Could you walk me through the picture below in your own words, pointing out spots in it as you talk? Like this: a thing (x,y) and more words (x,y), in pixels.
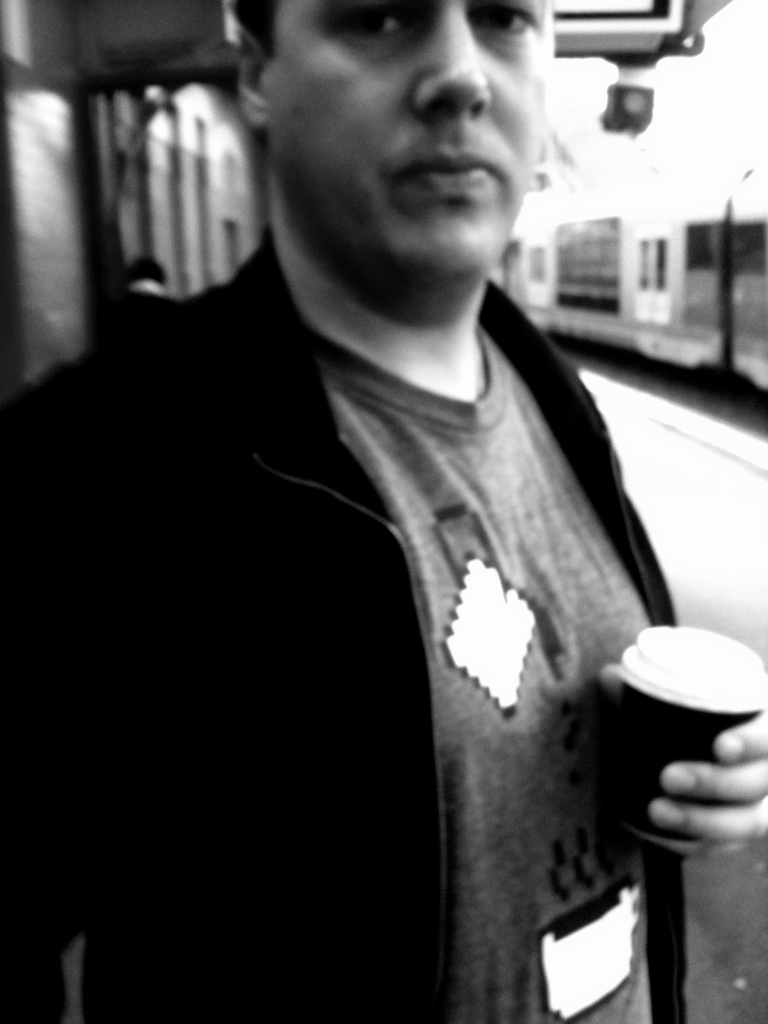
In the picture I can see a man (270,400) in the middle of the image (506,542). He is wearing a black color jacket (382,600) and he is holding a glass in his left hand (724,814). It is looking like a train (664,234) on the top right side (664,230).
